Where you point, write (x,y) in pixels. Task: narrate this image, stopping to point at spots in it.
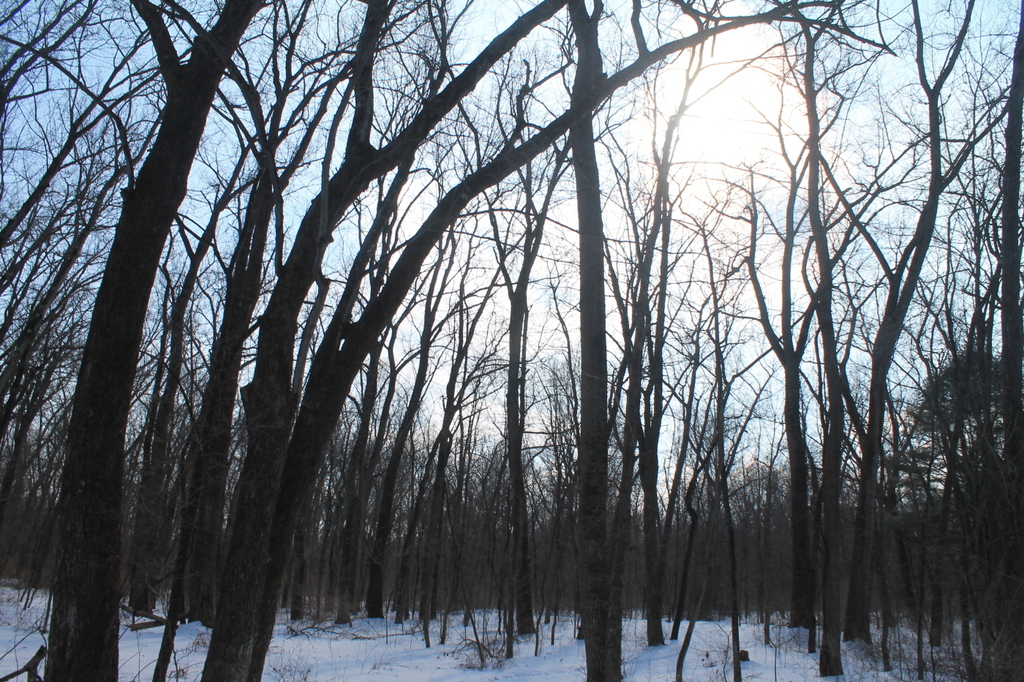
In this image we can see some trees (716,330) and the ground (396,646) covered with the snow (789,674) and we can see the sky (541,200) and the sunlight (737,48).
